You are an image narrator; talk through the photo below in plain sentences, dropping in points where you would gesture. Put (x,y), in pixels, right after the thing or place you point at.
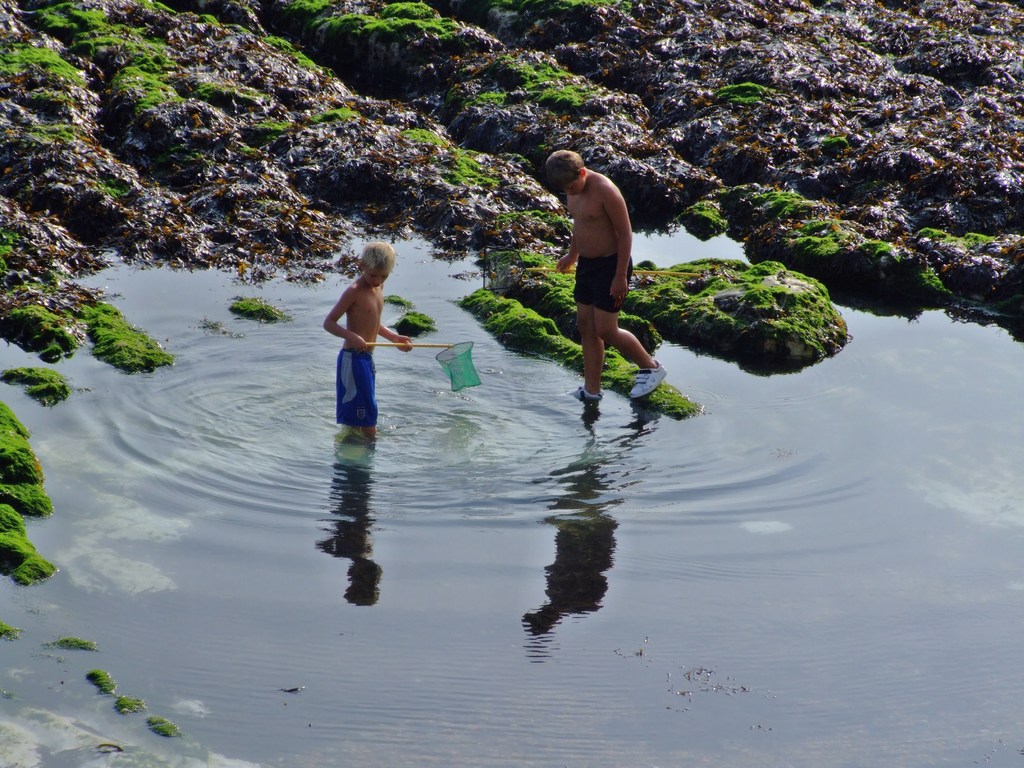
In this image I can see two people (582,312) are standing and holding something. I can see the water (886,573), grass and rock (809,90).
